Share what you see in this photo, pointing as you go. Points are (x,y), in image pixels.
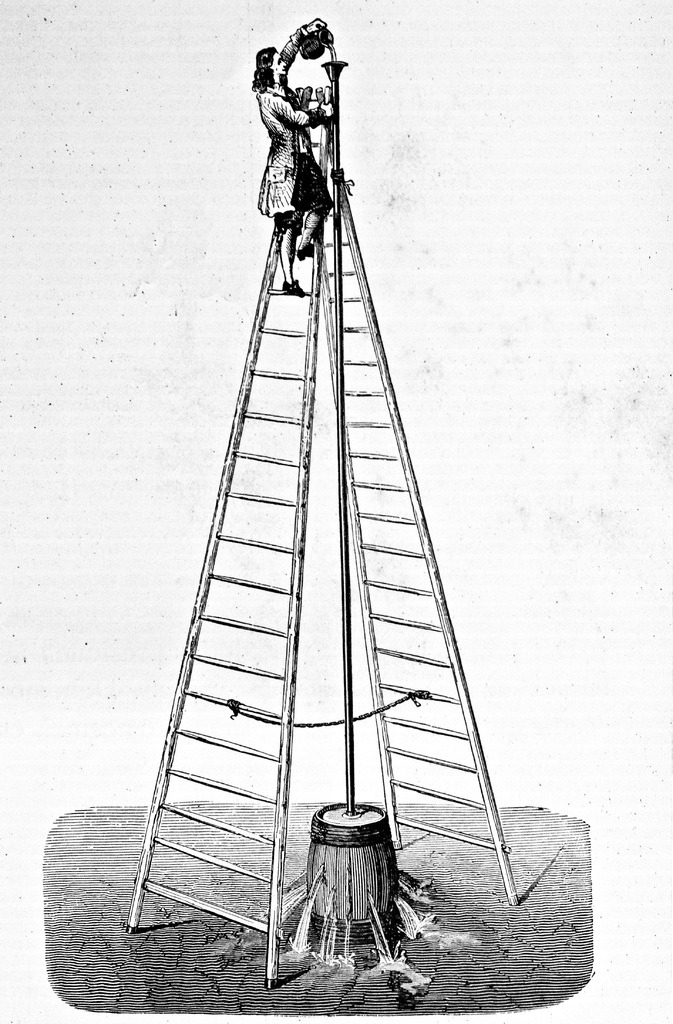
As we can see in the image there is drawing (355,877) of man (283,205) climbing ladder (265,632) and holding mug (314,46). There is drum (308,863) and water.
